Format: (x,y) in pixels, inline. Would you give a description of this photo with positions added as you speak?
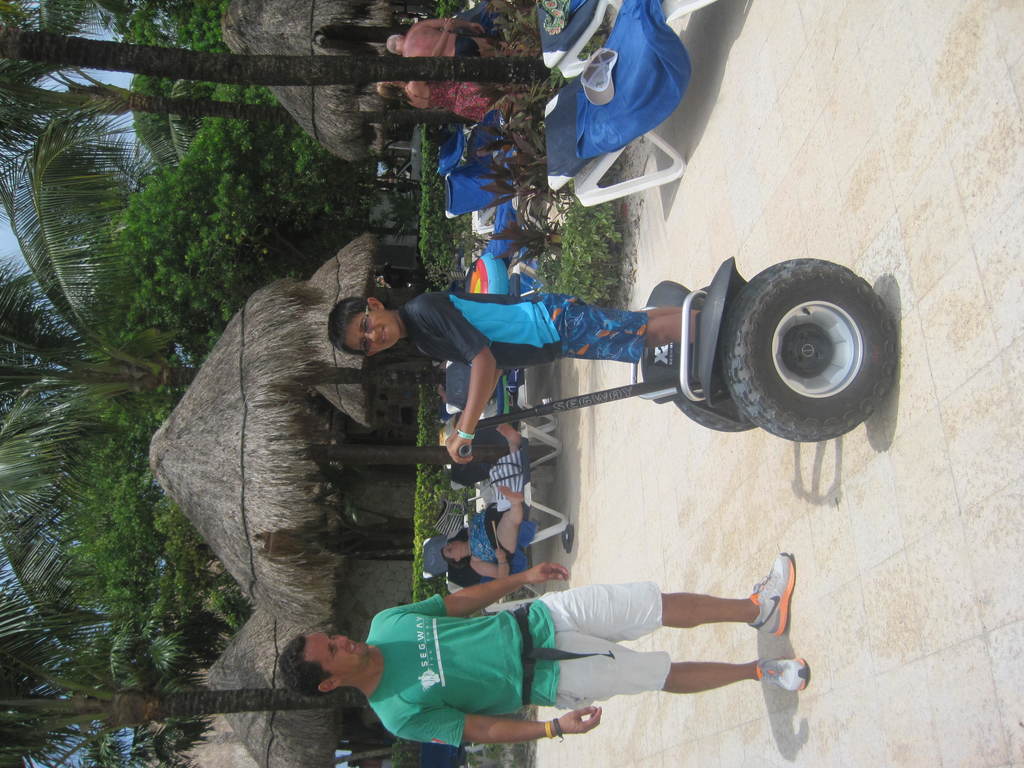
In this picture I can observe a boy (451,314) standing on the vehicle (754,359). In front of the boy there is a man (507,729) wearing T shirt (496,689). In the background (472,551) I can observe some people (488,522) on the resting chairs (479,504). I can observe huts (244,440) and trees (232,159) in the background (106,252).
